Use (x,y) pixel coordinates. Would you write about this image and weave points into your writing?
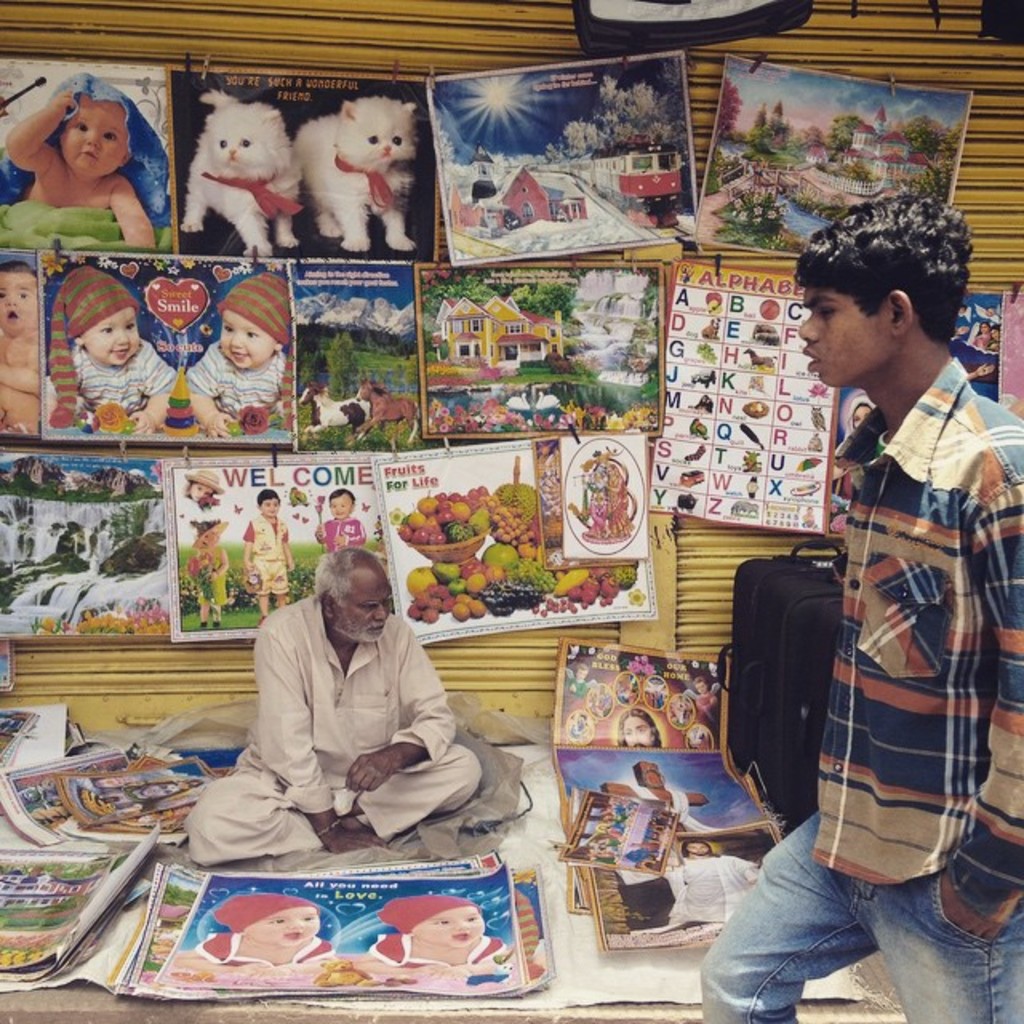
In the center (343,580) we can see one person (305,696) sitting on the floor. Around him we can see photos (362,533) of babies (267,372), fruits (499,569), cats (370,200) etc. On the right (966,582) we can see one man (909,555) standing. In the background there is a shutter (737,542) and trolley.
